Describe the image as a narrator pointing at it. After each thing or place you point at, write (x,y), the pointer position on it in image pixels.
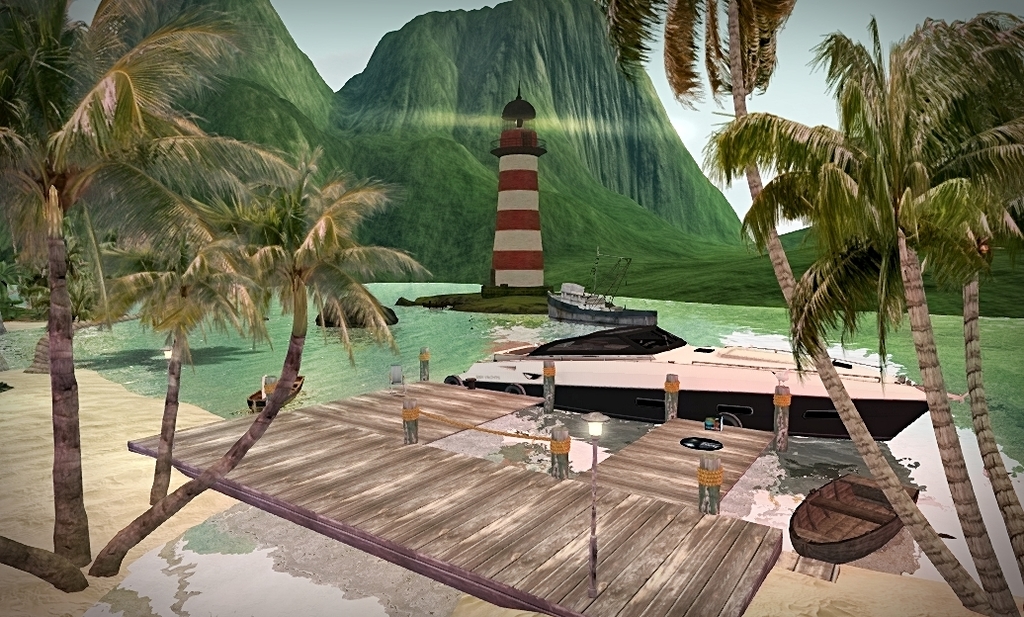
In this image I can see the painting (183,499) of tree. To the side of the trees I can see the boat (686,385) on the water (449,350). I can see the light house (500,215) in the middle of the water (428,324). In the background (395,87) there are mountains (469,82) and the sky (708,94).
